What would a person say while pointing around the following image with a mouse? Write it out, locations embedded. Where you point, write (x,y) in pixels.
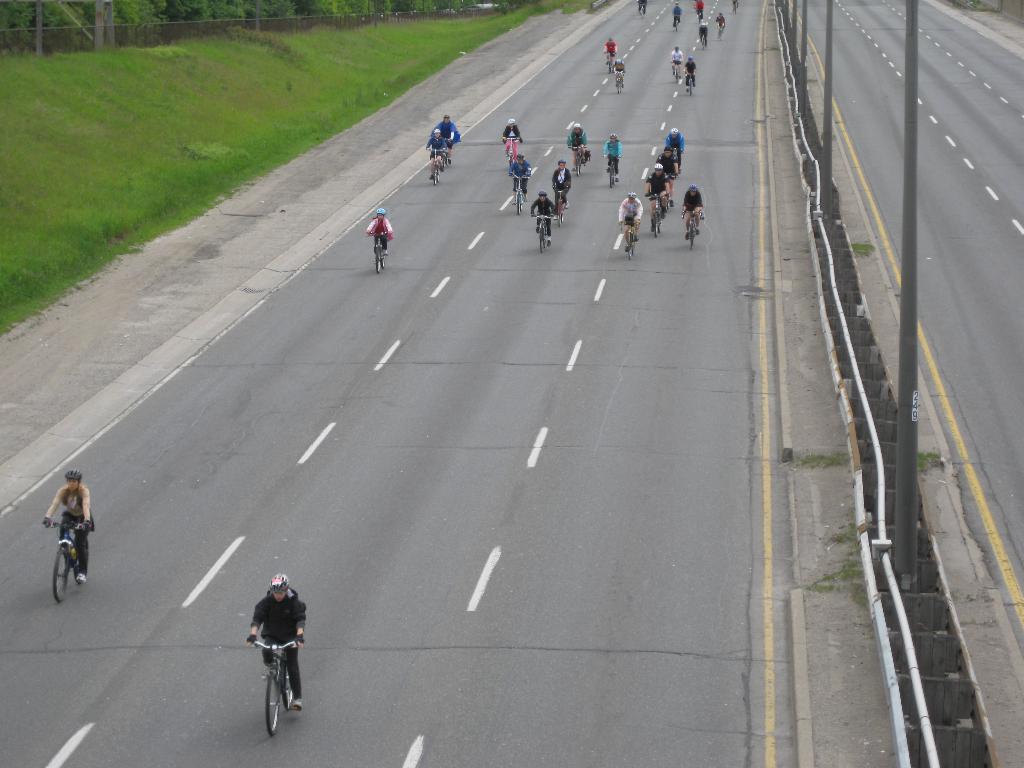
In this image we can see persons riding the bicycles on the road (492,185). In the background (246,117) we can see street poles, pipelines (915,686), footpath (826,479), grass (279,69), fence (87,30) and trees (220,11).
